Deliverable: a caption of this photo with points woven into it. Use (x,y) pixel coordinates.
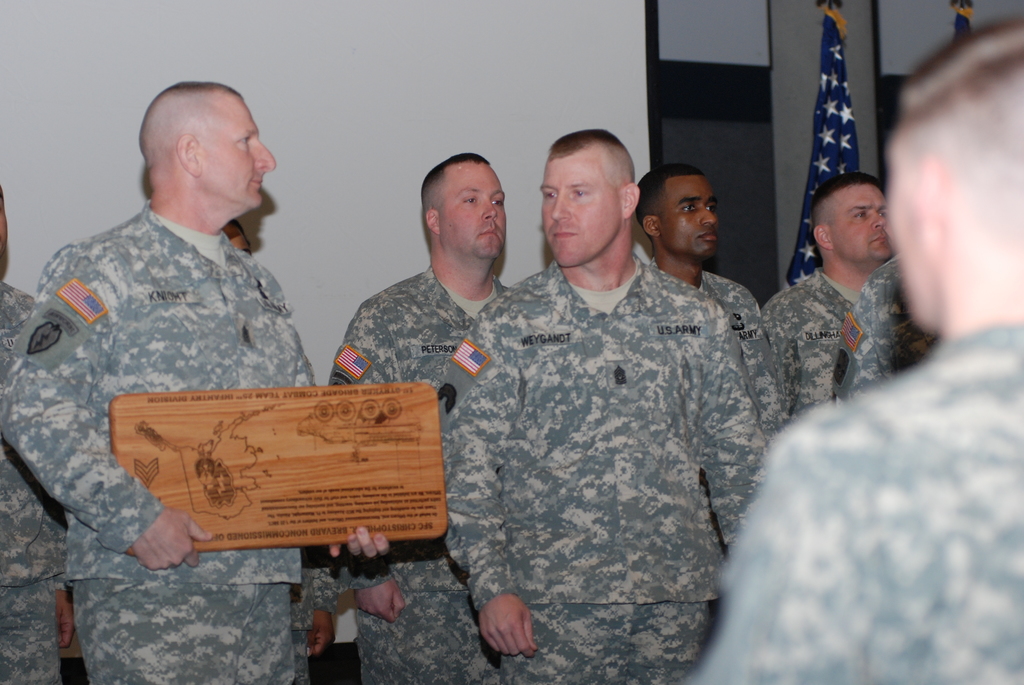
In the picture I can see people (458,332) wearing army uniforms (818,386) are standing here, I can see this person (126,609) wearing army uniform (199,570) is holding a wooden board (223,510) and standing on the left side of the image (340,422). In the background (830,50), I can see the wall (543,95) and a flag (829,143) on the right side of the image (848,129).
